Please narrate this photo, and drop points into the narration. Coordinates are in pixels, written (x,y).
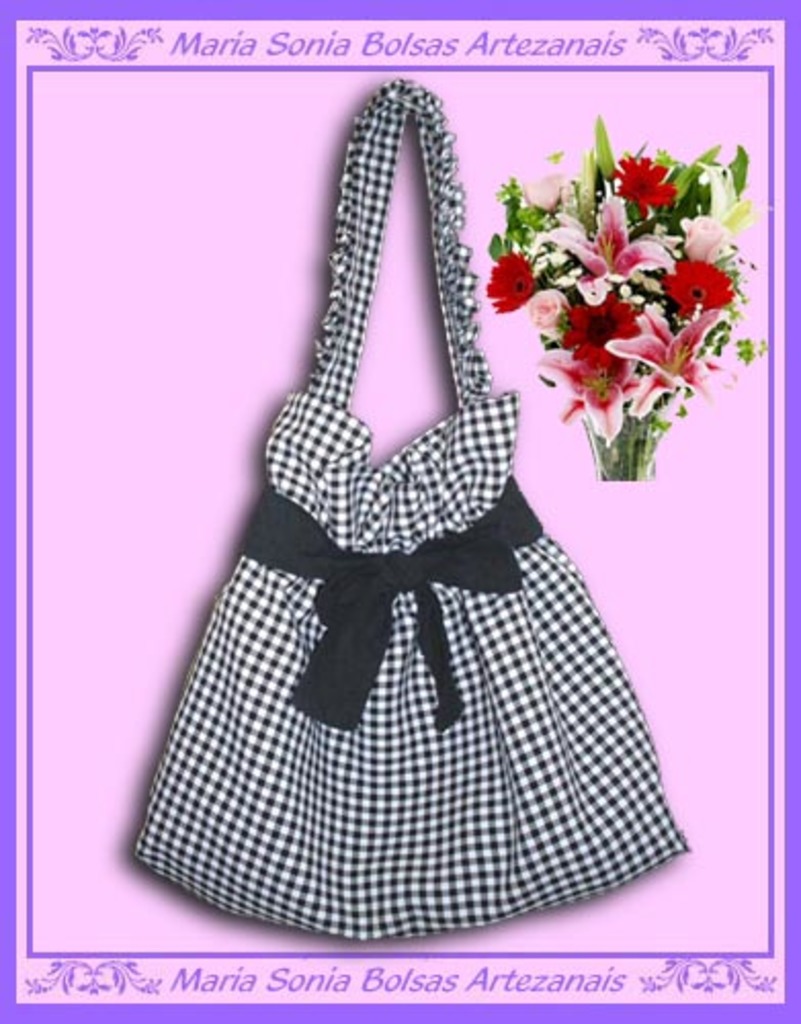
In this image there is a bag (349,577), there are flowers (589,280), there are leaves (675,217), there is text (590,45) towards the top of the image (357,45), there is text (191,987) towards the bottom of the image (349,987), the background of the image (204,932) is purple in color.
